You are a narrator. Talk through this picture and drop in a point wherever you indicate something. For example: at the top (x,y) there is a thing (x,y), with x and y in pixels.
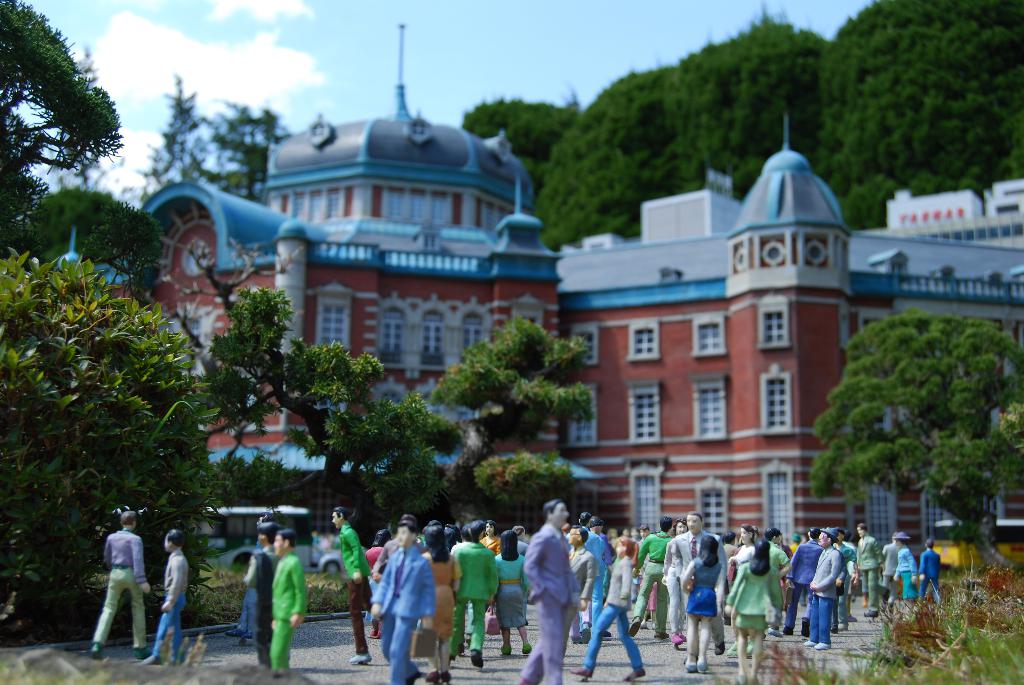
In the image we can see a building (740,363) and the windows (709,401) of the building (675,406). There are many toys (532,583) of people (537,565) wearing clothes (509,595), there is a road (311,643), trees (428,436), grass (942,613) and a cloudy sky (297,30).
